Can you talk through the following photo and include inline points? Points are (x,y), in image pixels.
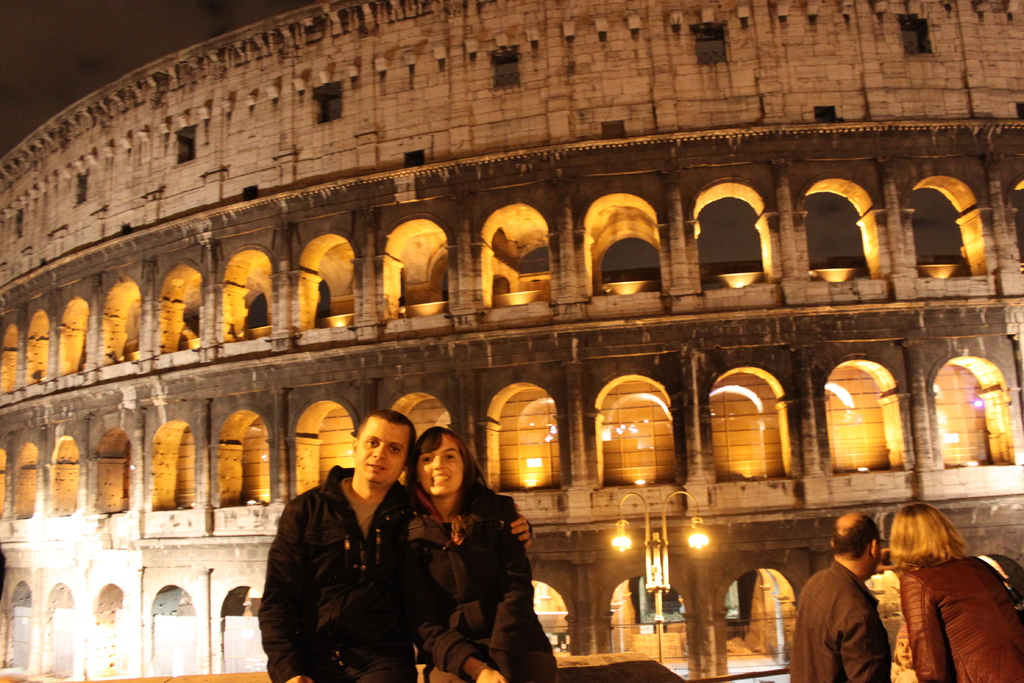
In this image we can see some people (440,603) and among them two are smiling and they both are wearing a black dress (432,621). In the background (241,328), we can see the Colosseum (175,415).
